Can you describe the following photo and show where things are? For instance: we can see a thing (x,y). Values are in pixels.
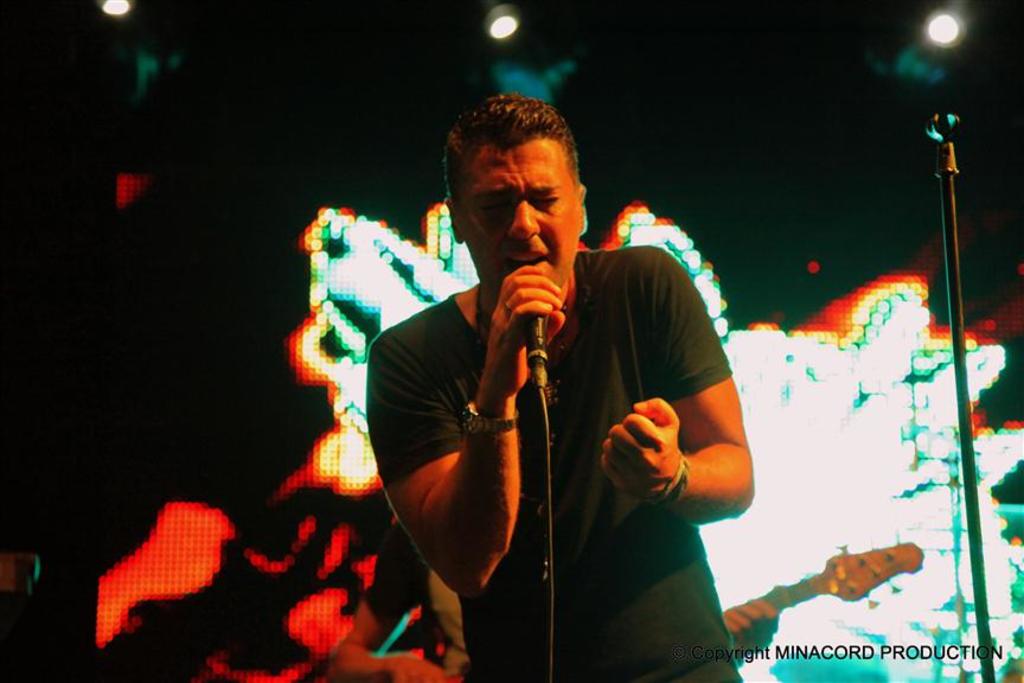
In this image we can see a man (590,386) singing on a microphone (521,268). He is wearing a T-shirt (641,565) and here we can see the watch (505,422) on right hand (505,435). Here we can see the hand band (689,462) on his left hand (685,462). In the background (436,651), we can see a person (417,576) playing a guitar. Here we can see the lighting arrangement (948,38) on the roof (871,31).
